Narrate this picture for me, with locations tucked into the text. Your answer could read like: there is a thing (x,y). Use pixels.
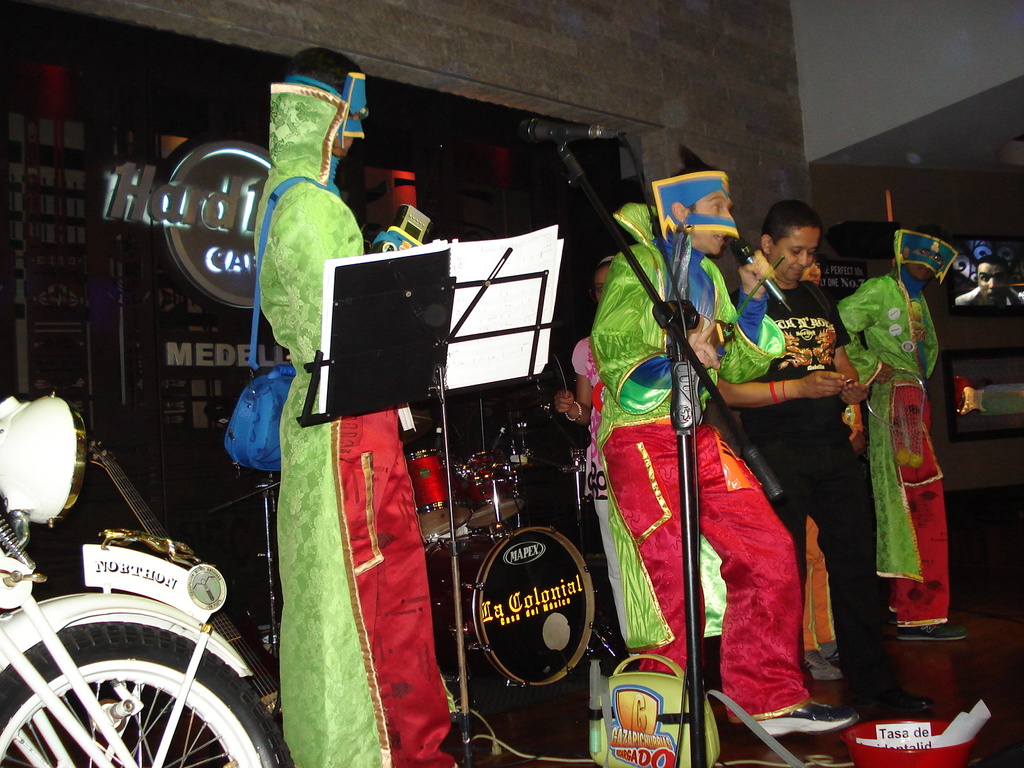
This person (675,270) is holding a mic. Beside this person (750,574) there are people (811,332) and bag (630,683). Backside of this person (704,302) there are musical instruments (476,533). Here we can see a motorbike (59,451). Background (217,183) there is a board (234,183) and wall (481,73). Here we can see a book stand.
